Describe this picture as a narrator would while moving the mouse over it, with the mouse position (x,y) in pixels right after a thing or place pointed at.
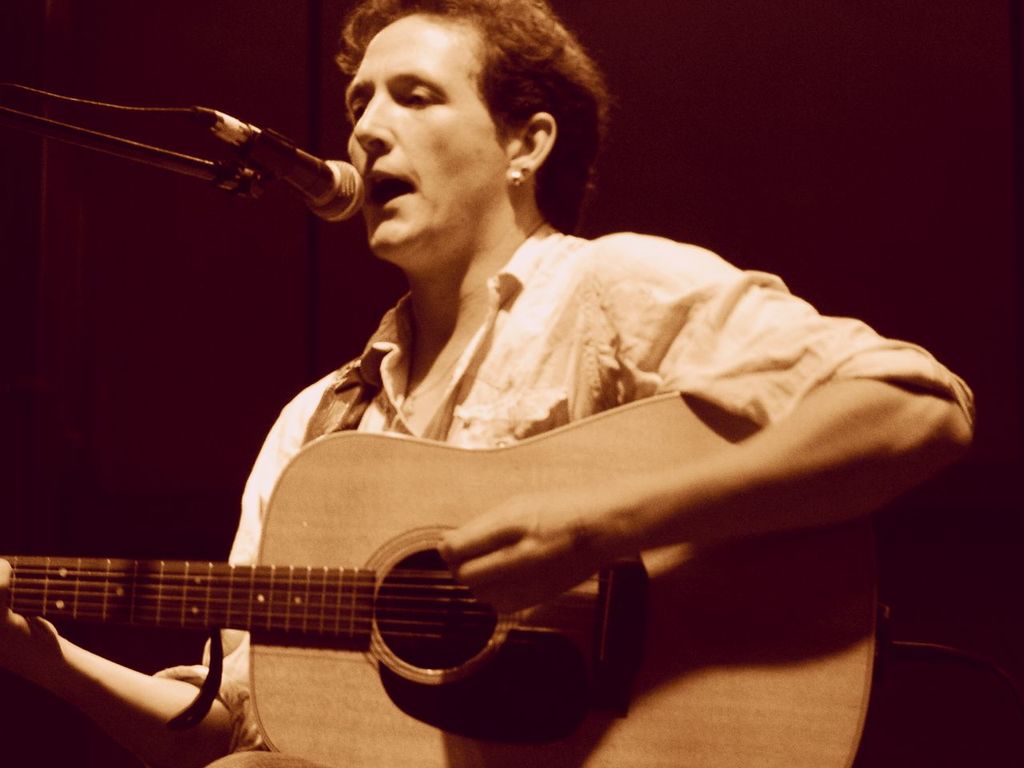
In this image I can see a person (566,347) playing the guitar (347,589) and it seems like singing a song. In front of this person (399,130) there is a mike stand (267,160).
